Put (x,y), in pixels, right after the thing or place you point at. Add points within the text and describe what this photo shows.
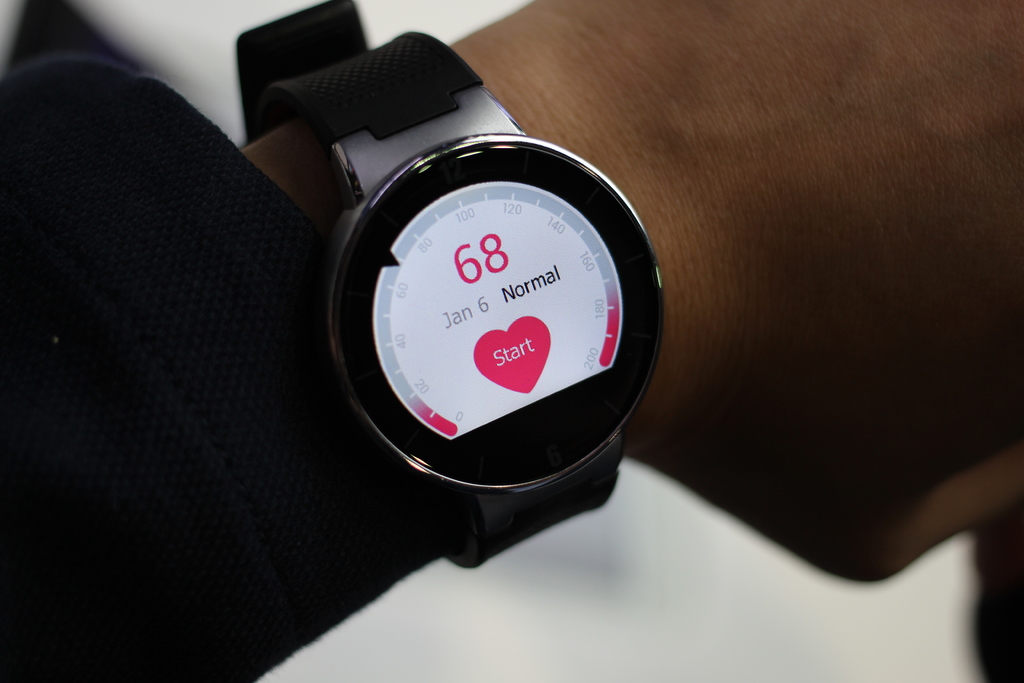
In this image I can see a human hand (543,129) wearing black colored dress (200,283) and black colored wrist watch (587,267). I can see the white colored background (515,569).
